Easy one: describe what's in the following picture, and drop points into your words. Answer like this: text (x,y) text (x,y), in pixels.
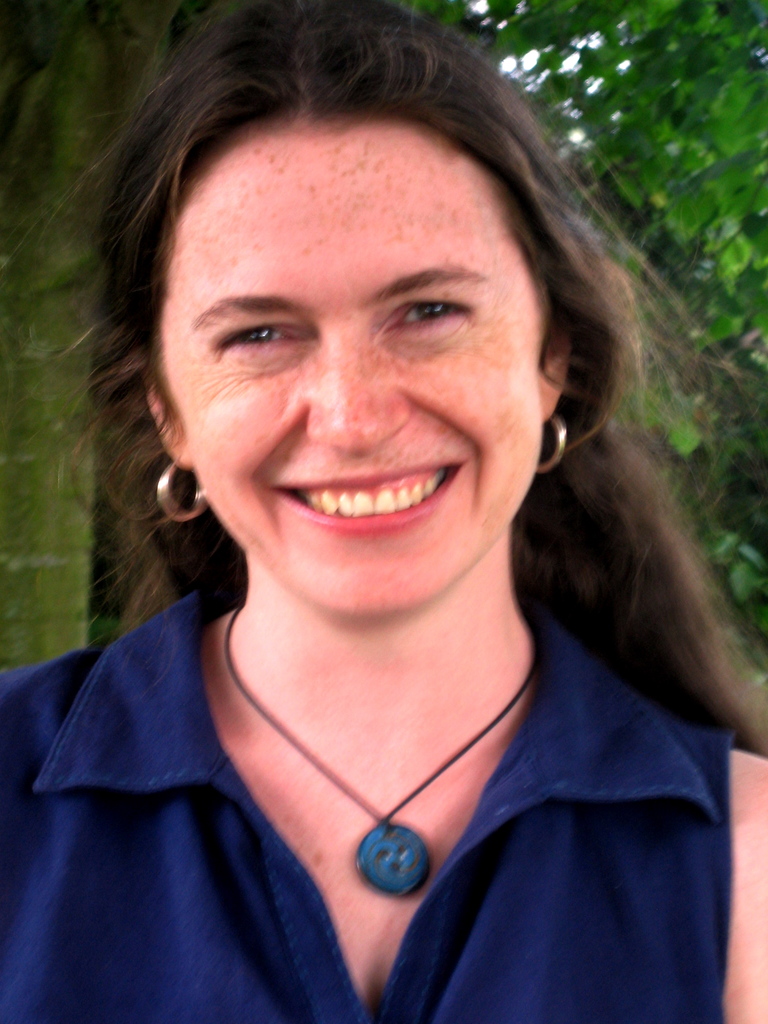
In this image we can see a woman (326,722) smiling, behind her we can see some trees (590,107) and the sky (594,101).
